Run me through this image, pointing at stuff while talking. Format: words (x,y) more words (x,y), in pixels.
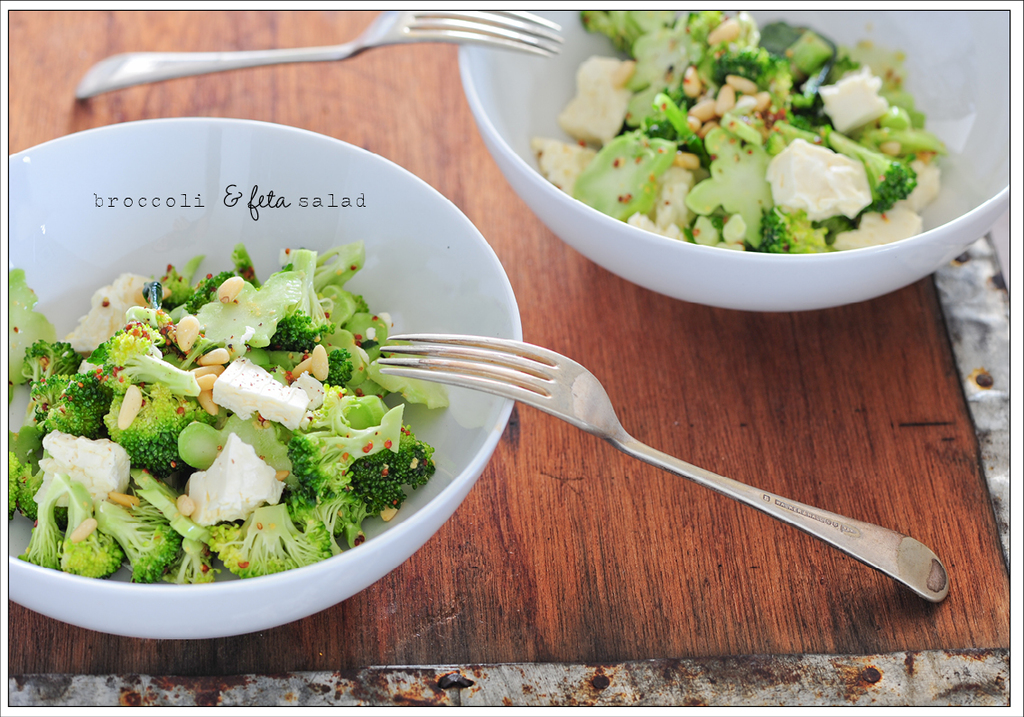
In this picture we can see two bowls (446,240), there are some pieces of broccoli (271,329) and some other food (224,363) present in these bowls (522,147), we can see two forks (378,34) here, at the bottom (618,668) there is a table (620,631).
